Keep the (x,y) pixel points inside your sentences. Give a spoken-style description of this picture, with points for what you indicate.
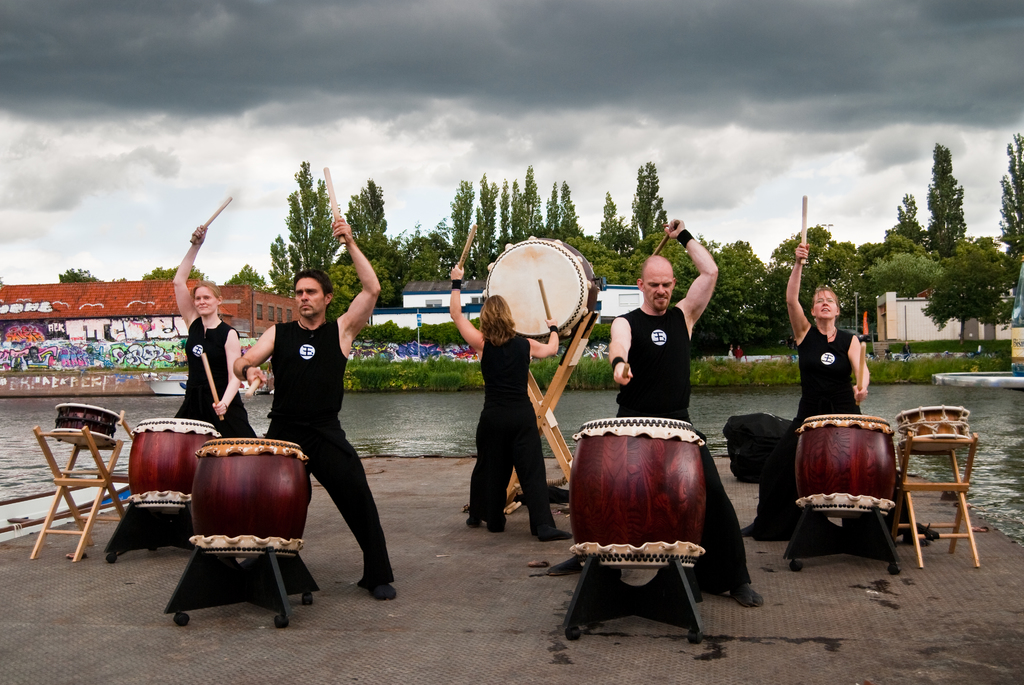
It's an open place (93,582) where five people (327,456) are playing musical instruments (597,425) like drums (296,545) with sticks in their hands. They are surrounded by water (11,430) behind them there are many trees (734,294) and sky (910,109) is full clouds (467,108), behind them there is a building (269,316). People (261,370) in the picture are wearing black dresses (213,369) and there are two small chairs (67,531) holding the drums (71,426).
